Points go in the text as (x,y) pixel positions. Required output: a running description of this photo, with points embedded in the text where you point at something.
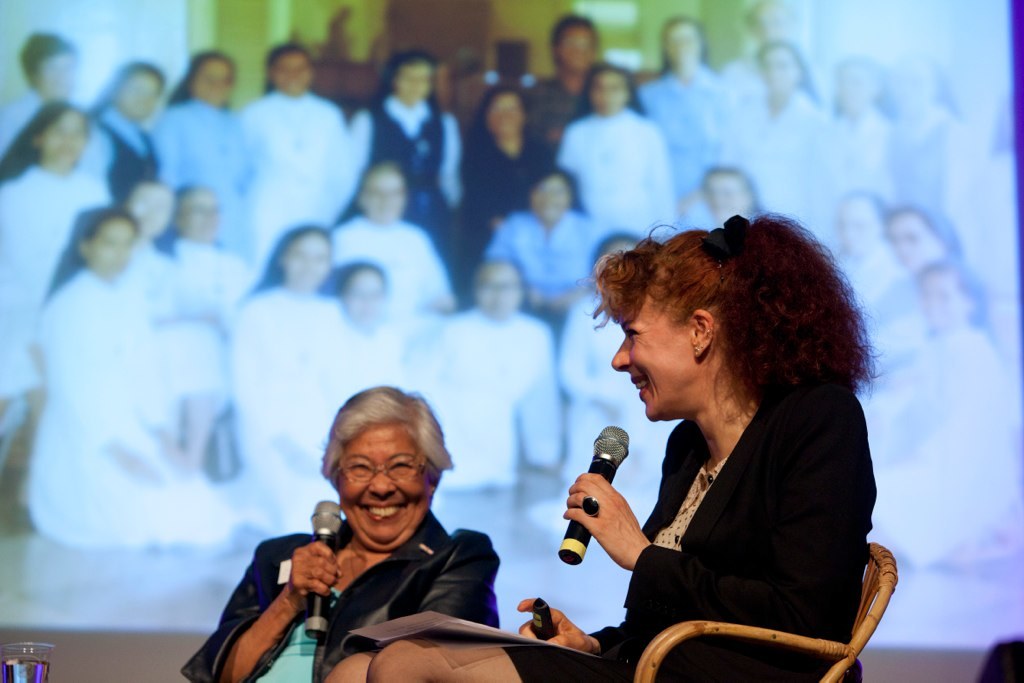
The image is from a interview. In the background of the image (577,122) there is a group picture (532,218) on the screen (340,185). On the foreground (406,401) there are two women (492,582) seated in chairs (722,625) holding microphones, both the women (669,378) are smiling. On the left (3,680) there is a glass of water (44,658).
